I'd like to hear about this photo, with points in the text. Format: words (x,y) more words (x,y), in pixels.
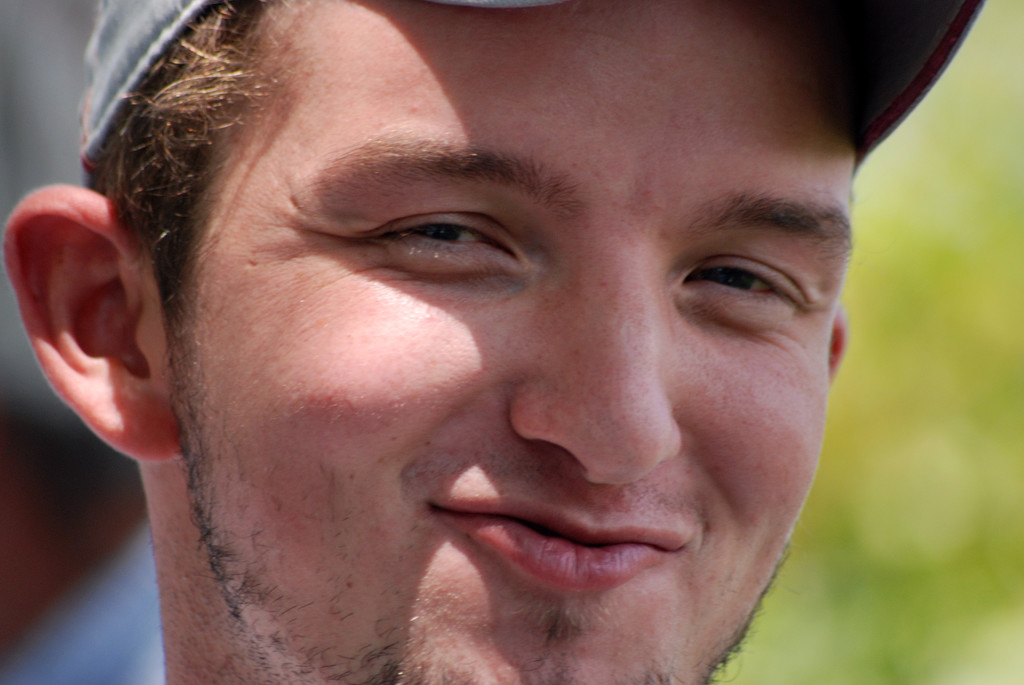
In this image I can see a person's face (479,353) wearing cap (143,50). I can see the blurry background (939,419) which is green, grey, brown and blue in color.
